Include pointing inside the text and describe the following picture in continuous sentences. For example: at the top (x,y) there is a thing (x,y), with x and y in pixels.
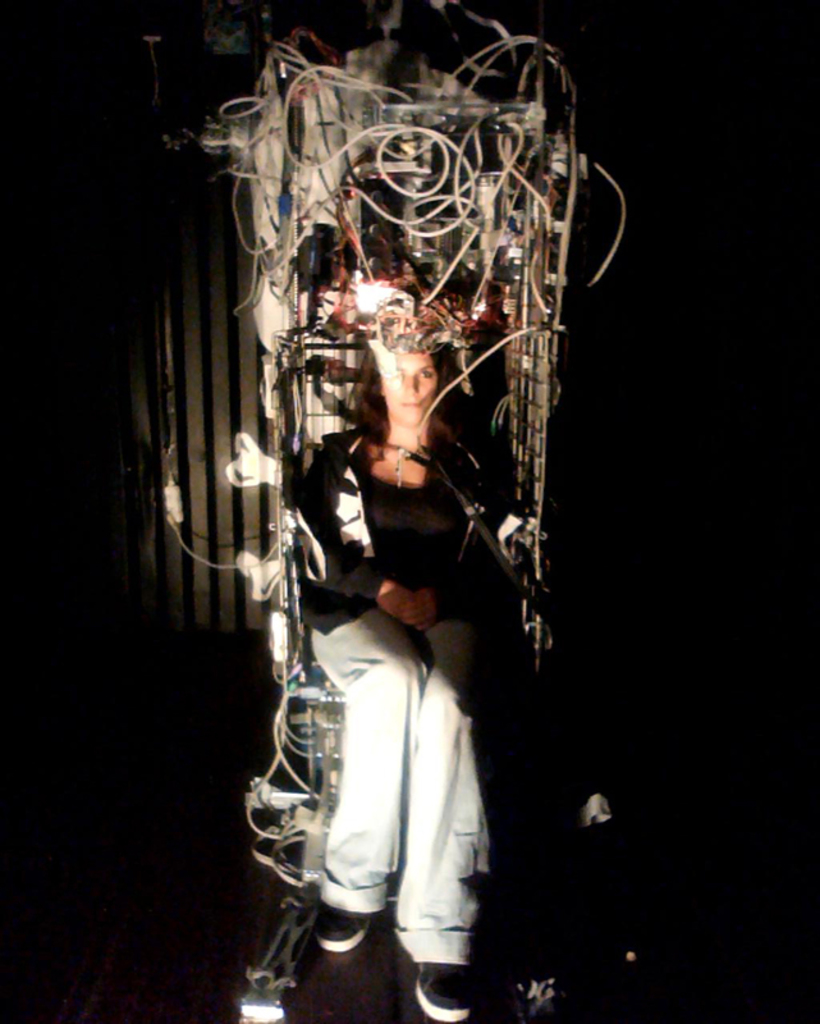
Background (800,292) portion of the picture is dark. In this picture we can see a person (438,1002) sitting on an electrical object (301,260).
